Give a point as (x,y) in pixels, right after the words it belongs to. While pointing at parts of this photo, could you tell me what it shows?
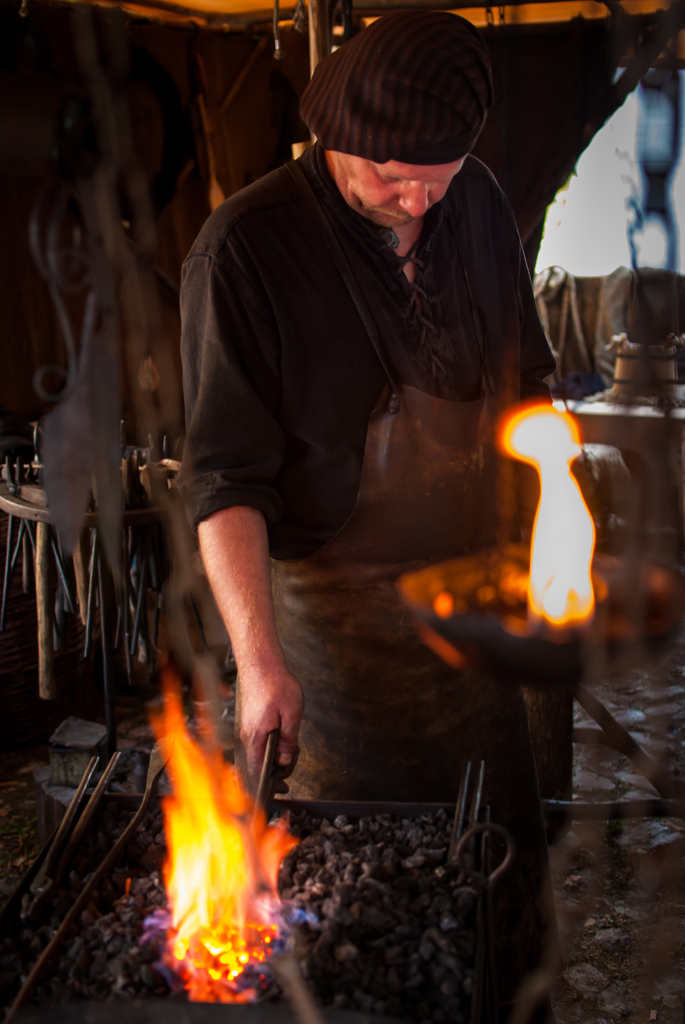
In this image we can see a person (389,319) wearing black color dress (349,336), cap (407,31) holding some things (258,823) in his hands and a tray (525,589) in which there is some coal (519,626) which is burning at the bottom of the image (279,937) there is flame (216,863) and at the background of the image (156,278) there are some objects (100,499).
